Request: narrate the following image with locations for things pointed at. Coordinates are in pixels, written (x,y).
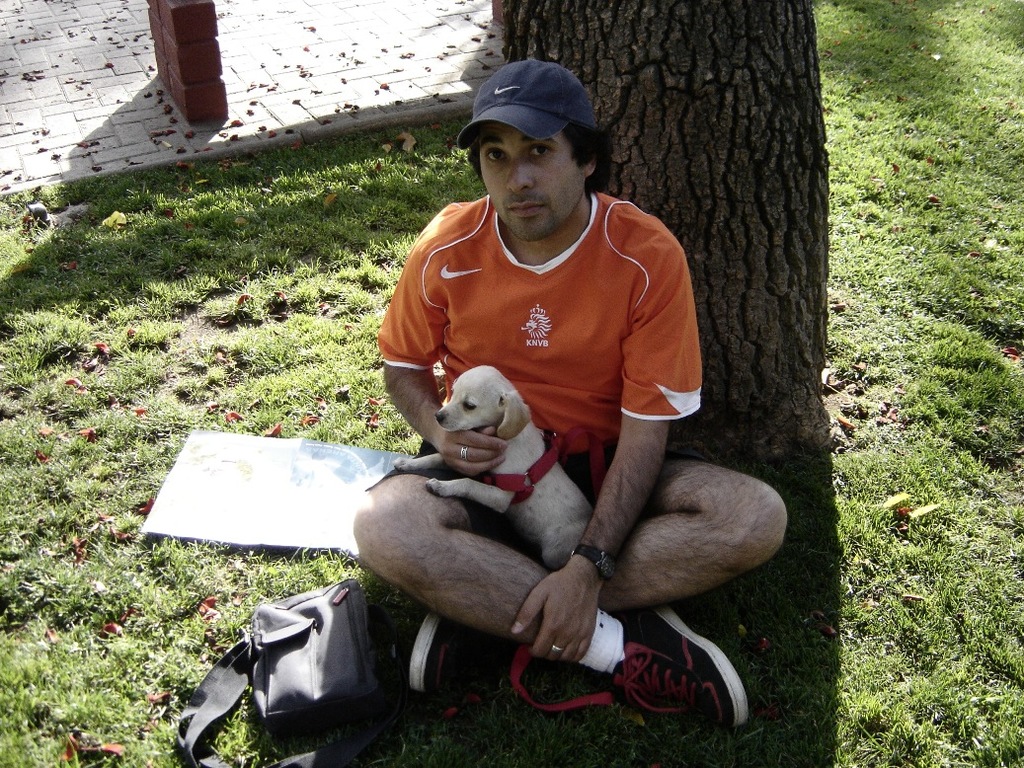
It is a park (727,330), a man (632,283) is sitting on the grass (289,552) he is holding a puppy (492,482) in his right hand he is wearing orange shirt (421,348) and blue cap (478,130), there is a tree trunk (710,258) behind him, in the background (197,31) there is a foot path (222,19) and few bricks of red color (171,39).
